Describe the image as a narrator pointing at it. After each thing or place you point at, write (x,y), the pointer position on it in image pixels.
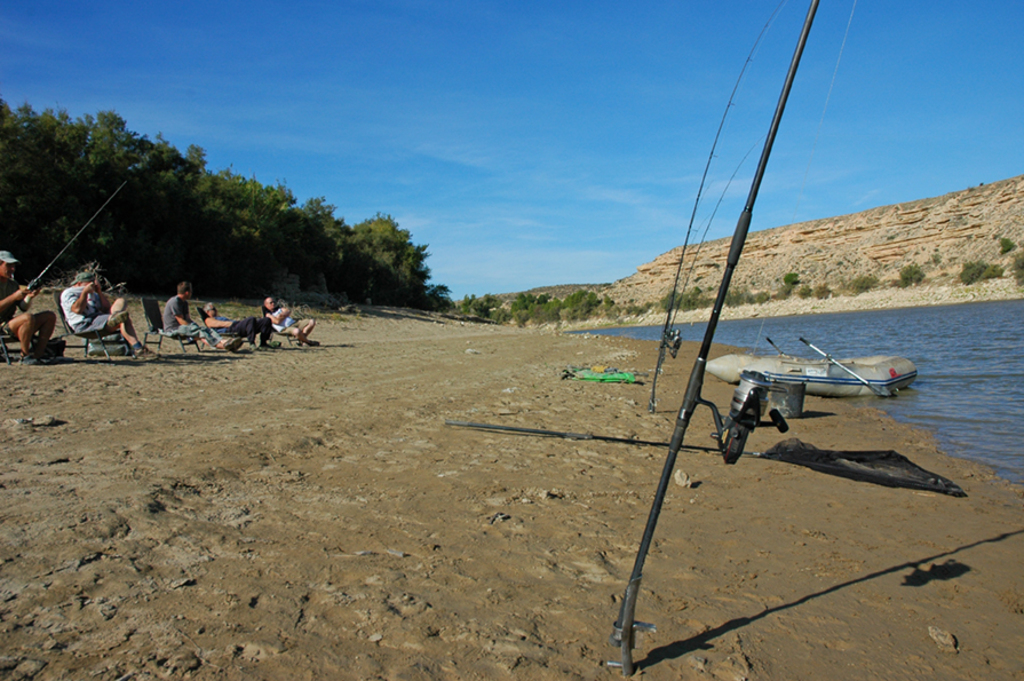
In this image I can see the group of people (17,315) sitting and wearing the different color dresses (88,329). I can see one person (31,296) holding the fishing rod (36,278). In-front of these people (13,290) I can see few more fishing rods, boat (810,364) and the water (969,408). In the background (595,302) I can see many trees (736,302), rock (761,248) and the sky (373,171).
